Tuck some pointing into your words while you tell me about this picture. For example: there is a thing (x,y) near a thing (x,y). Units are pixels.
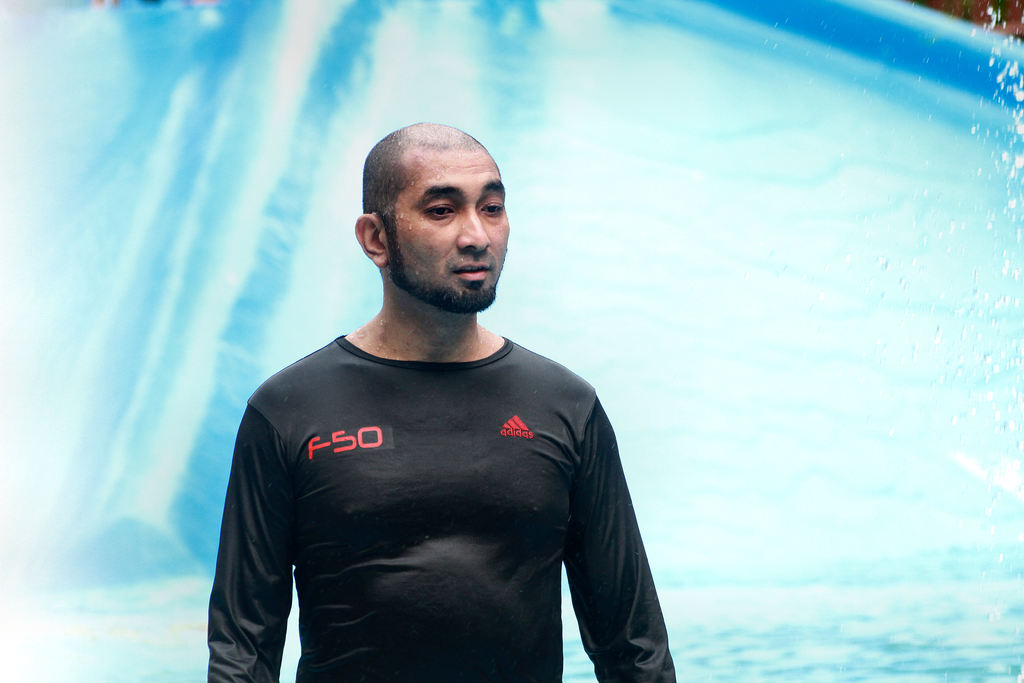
In the image in the center (532,396), we can see one person (349,566) and he is in black color t shirt (386,459). In the background (743,98) there is a slope (626,161) and water (1022,643).
